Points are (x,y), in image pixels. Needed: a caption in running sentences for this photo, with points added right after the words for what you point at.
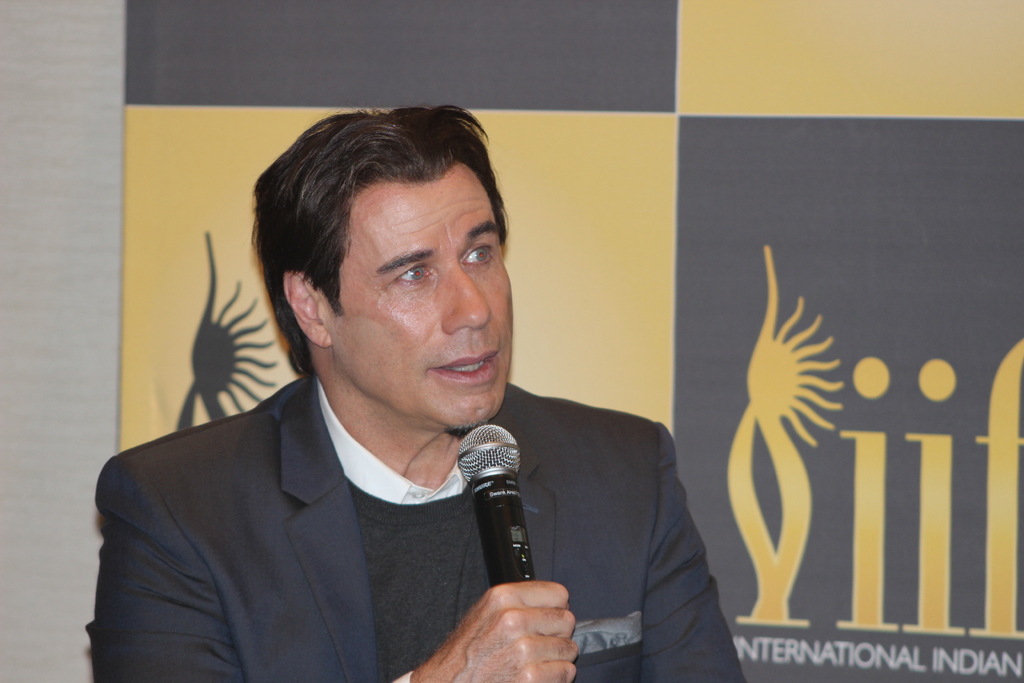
In this image I see a man (682,675) who is wearing a suit (651,645) and he is holding a mic (502,436) in his hand (522,670).
